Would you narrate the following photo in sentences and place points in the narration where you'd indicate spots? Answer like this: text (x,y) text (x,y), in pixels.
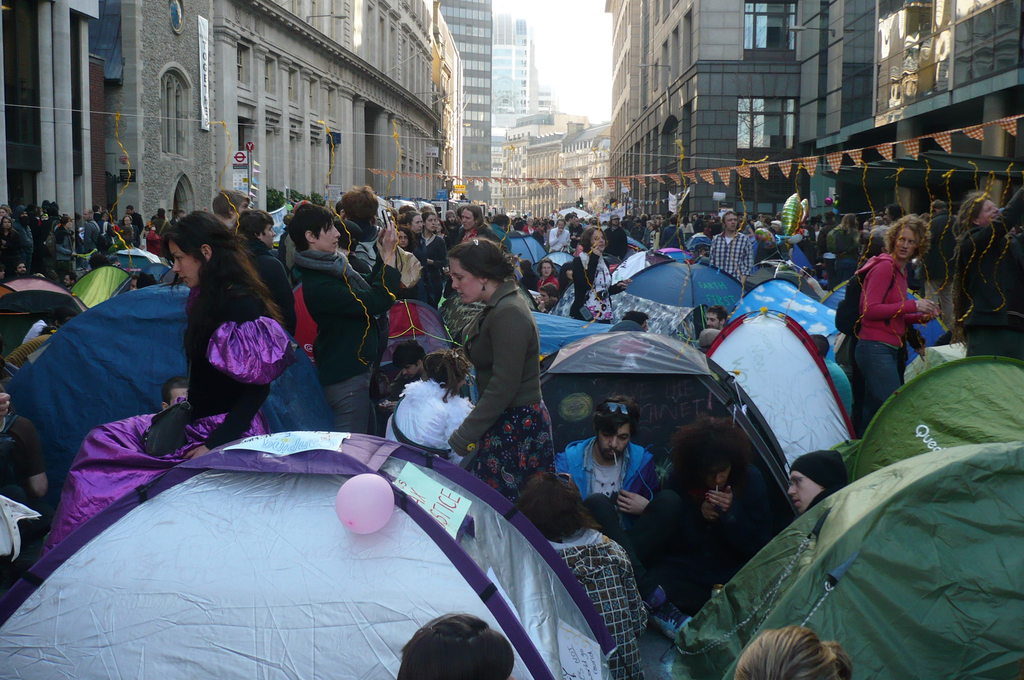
In this image, there are many people (476,627). We can see some tents (736,419). We can see some flags (411,176). We can see a wire (989,172) with some object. We can see some banners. There are a few buildings (395,110) and some lights (651,69) on them. We can see the sky (588,34).
